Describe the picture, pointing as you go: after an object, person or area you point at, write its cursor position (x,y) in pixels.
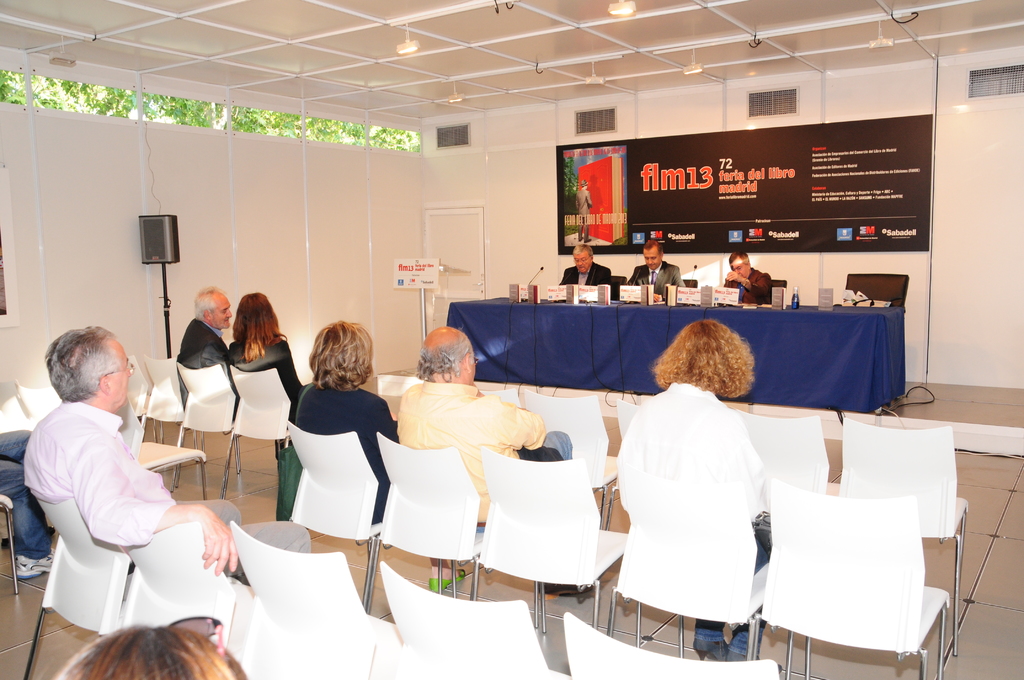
This is a room (326,431), few people (435,383) are sitting on the chair (413,578). On the stage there are 3 men (655,294) sitting on the chair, in front of them there is a table (785,325) on which tags (591,288), microphone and water bottles (797,304) are there. On the wall (510,238) we can see a banner (737,184) and window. There is a speaker (158,251) on the left (156,232). In the middle (465,255) there is a door (446,253) here. On the rooftop (441,90) there are lights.
